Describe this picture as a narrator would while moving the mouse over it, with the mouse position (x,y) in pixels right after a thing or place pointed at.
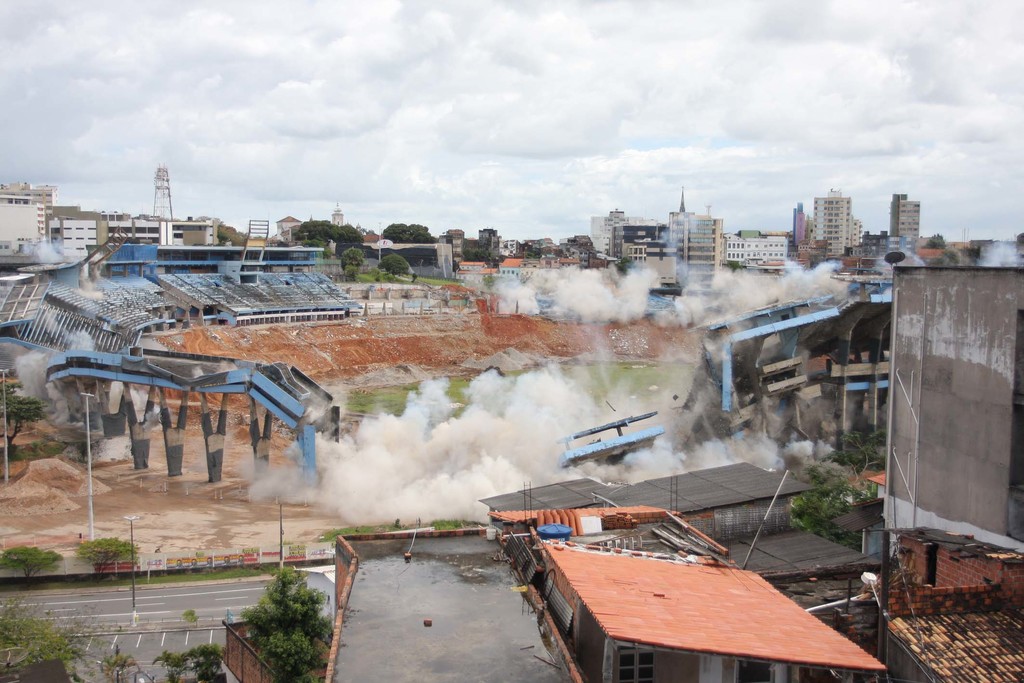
In this image we can see stadium (612,331). Around the stadium (658,323) buildings (737,618) and trees (799,500) are there. At the top of the image (276,93) sky (513,105) is there with clouds (515,119).
